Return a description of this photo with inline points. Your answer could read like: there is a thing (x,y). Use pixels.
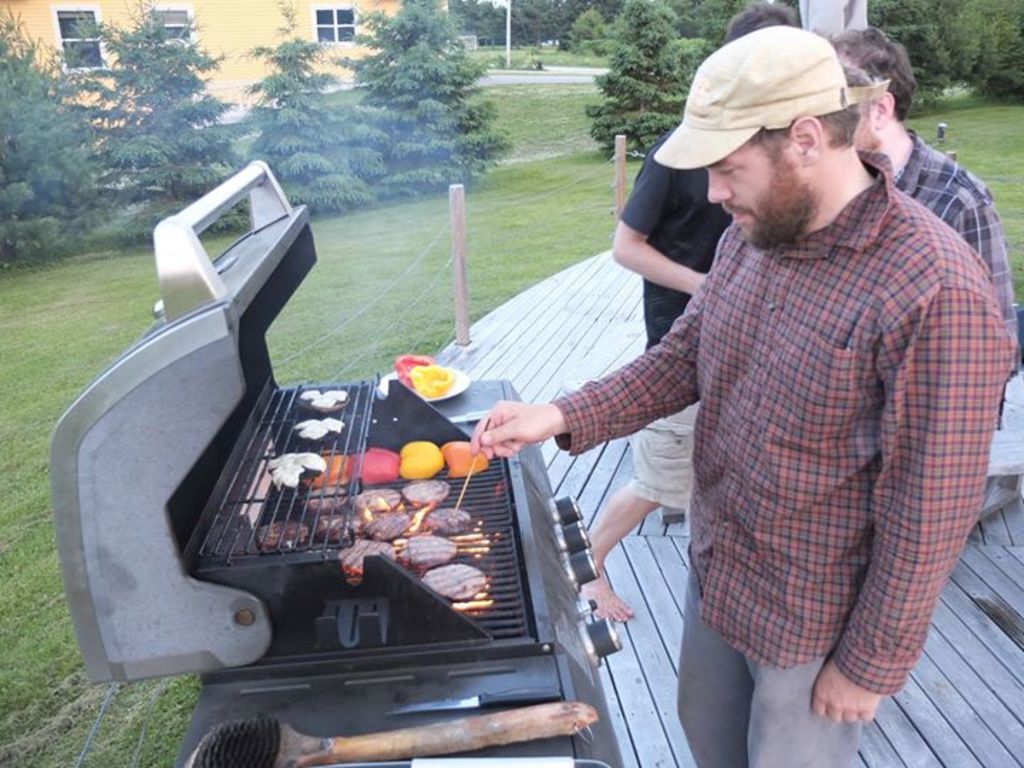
In this picture I can observe three persons (763,341) on the right side (735,385). In front of them there is a grill (279,565). I can observe some food (405,471) on the grill (399,504). In the background (395,134) there are some trees (429,86) and a house (218,28).
